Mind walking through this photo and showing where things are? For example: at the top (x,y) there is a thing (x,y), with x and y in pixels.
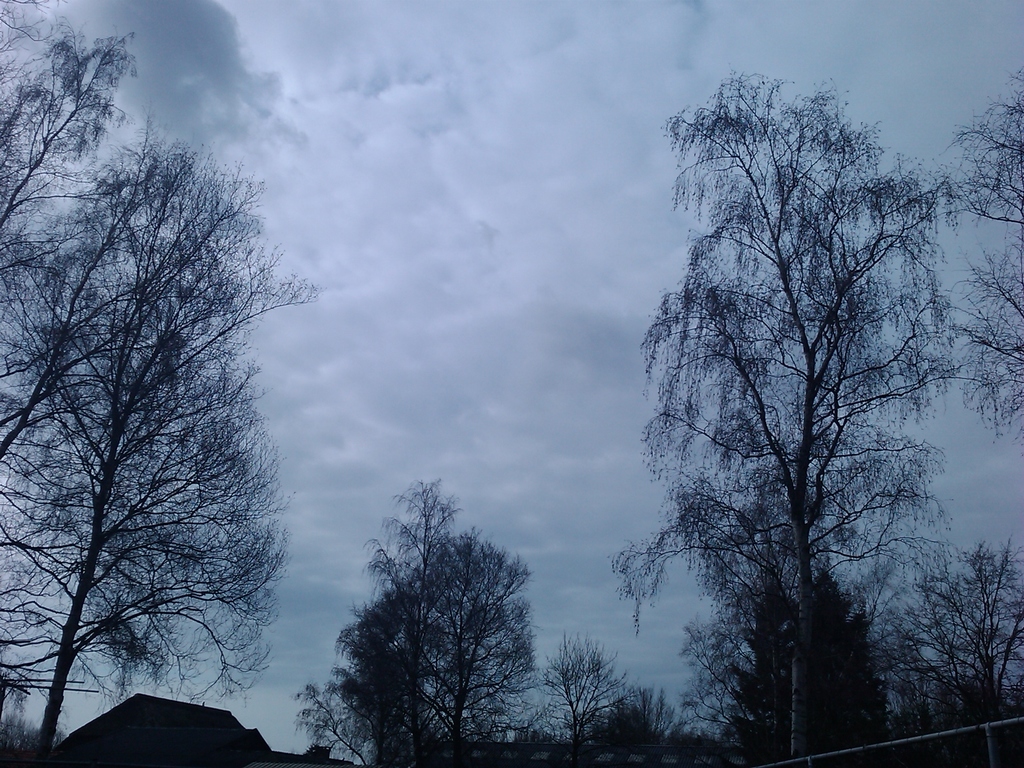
In this image, we can see some trees (386,592). There are clouds (568,490) in the sky (491,143).
